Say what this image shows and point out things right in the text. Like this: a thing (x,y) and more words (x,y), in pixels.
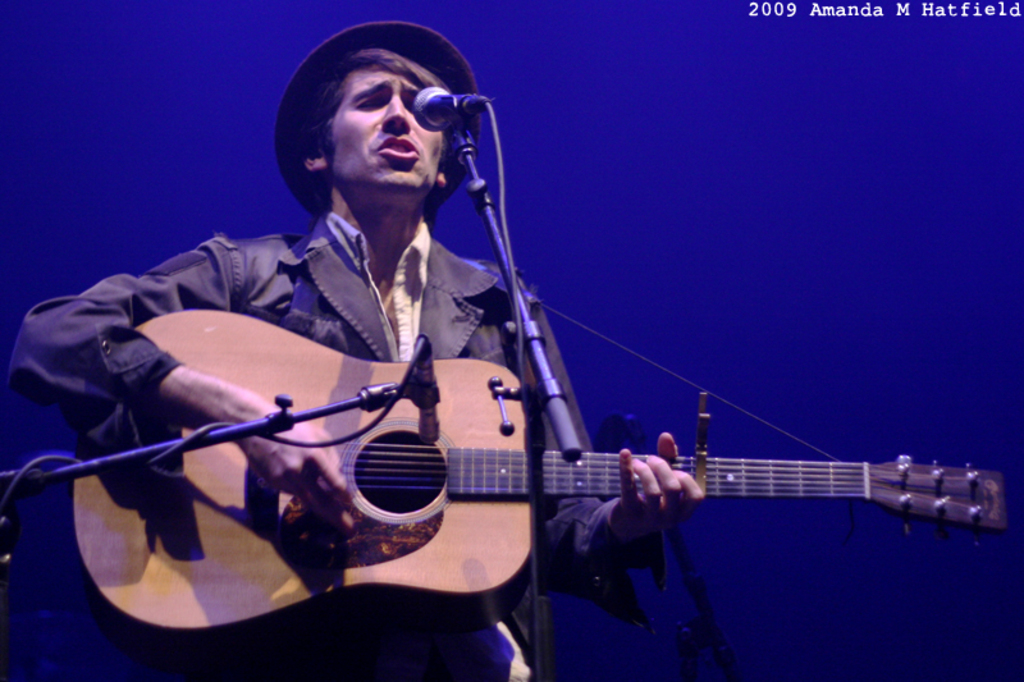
A person (400,230) is playing guitar (384,444) and singing on mic (450,112).
